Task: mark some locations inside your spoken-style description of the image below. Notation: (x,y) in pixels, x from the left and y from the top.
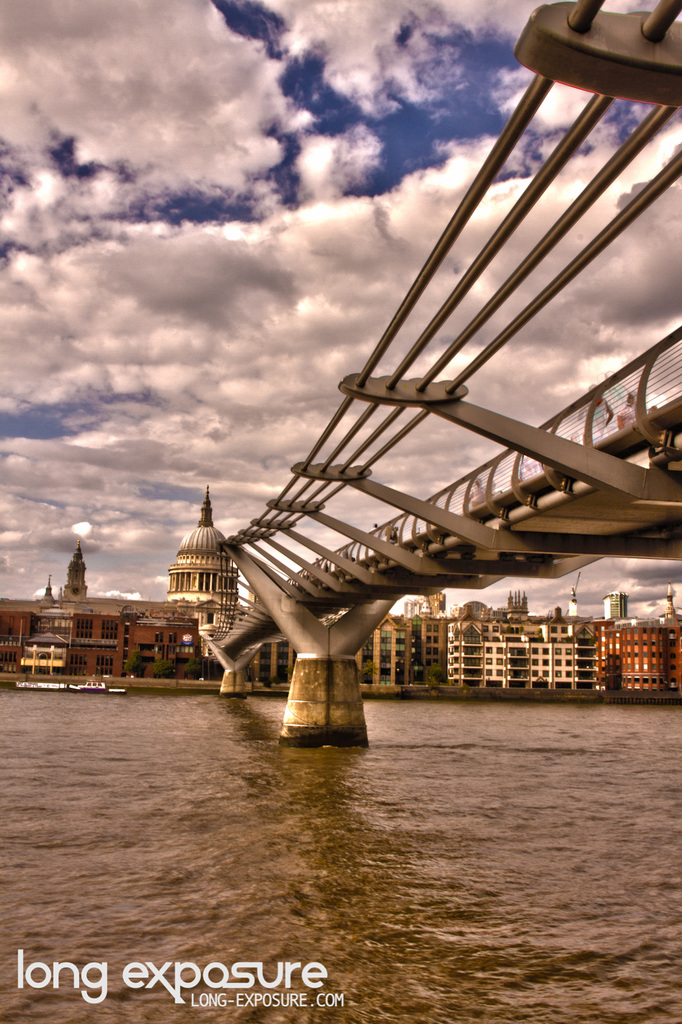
Here in this picture we can see a bridge (556,416), that is present in between the river (376,728), as we can see pillars (335,669) in the water (254,733) over there and in the far we can see buildings (214,551) present all over there and we can see the sky (182,400) is full of clouds (139,450) over there.
